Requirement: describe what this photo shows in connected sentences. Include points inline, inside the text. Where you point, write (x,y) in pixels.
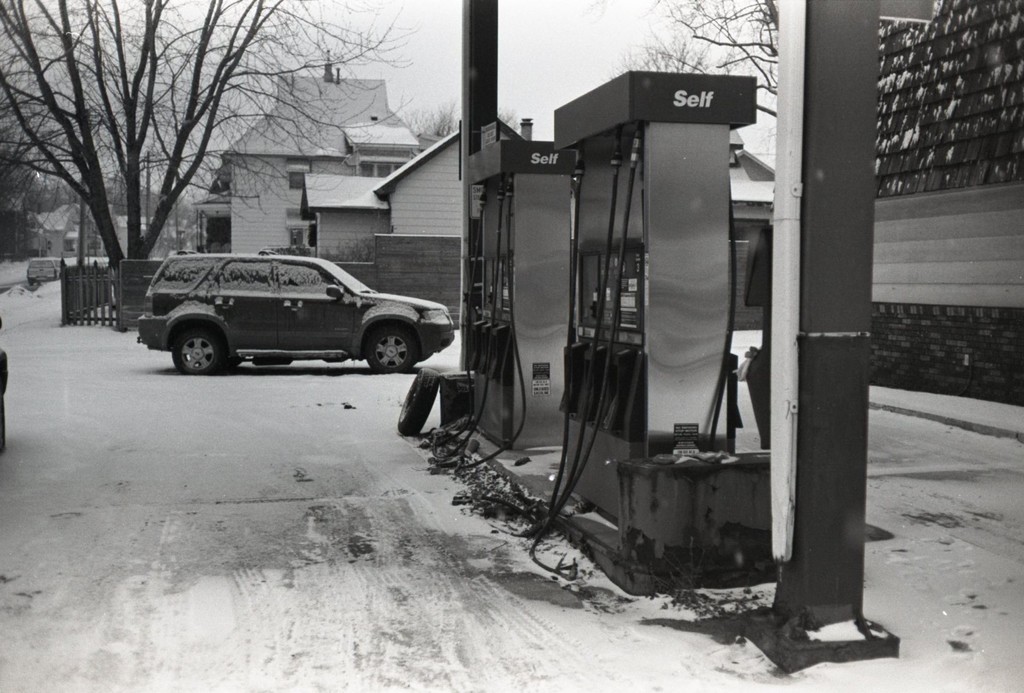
This picture is clicked outside the city. Here, we see the car (362,310) parked on the snow (274,398). Beside that, we see a petrol pump (716,367). Behind that, we see a building (974,307). There are many trees (217,100) and buildings (272,126) in the background (343,220) and the road (59,325) is covered with snow (101,426). This is a black and white picture.
